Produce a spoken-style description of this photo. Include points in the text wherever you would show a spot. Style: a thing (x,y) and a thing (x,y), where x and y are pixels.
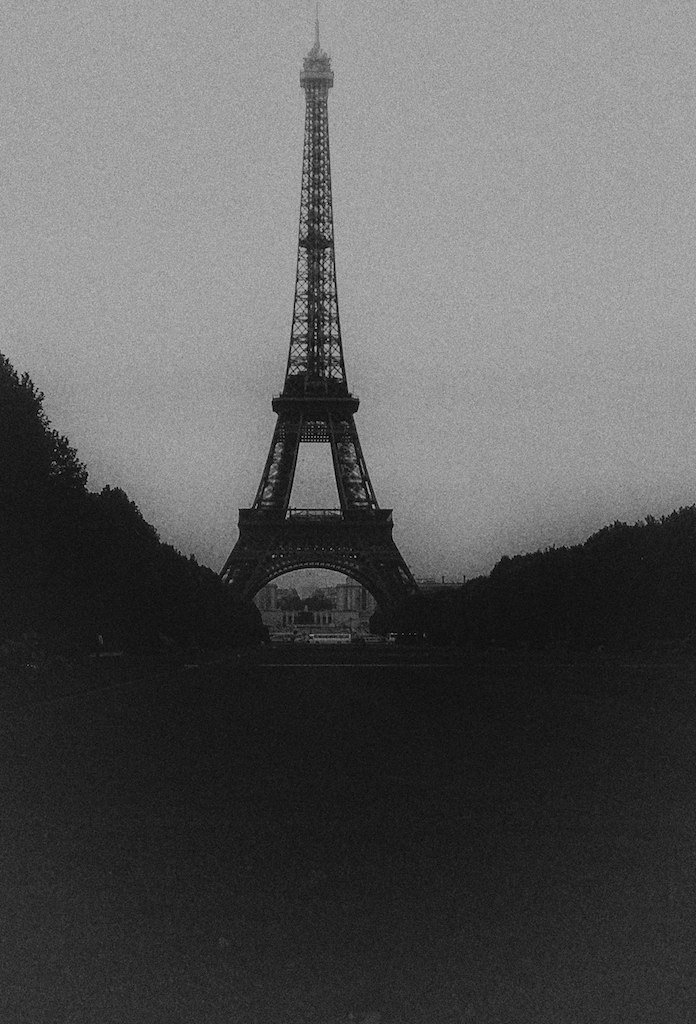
This is a black and white picture, there is a tower (321,310) in the middle (375,566).
